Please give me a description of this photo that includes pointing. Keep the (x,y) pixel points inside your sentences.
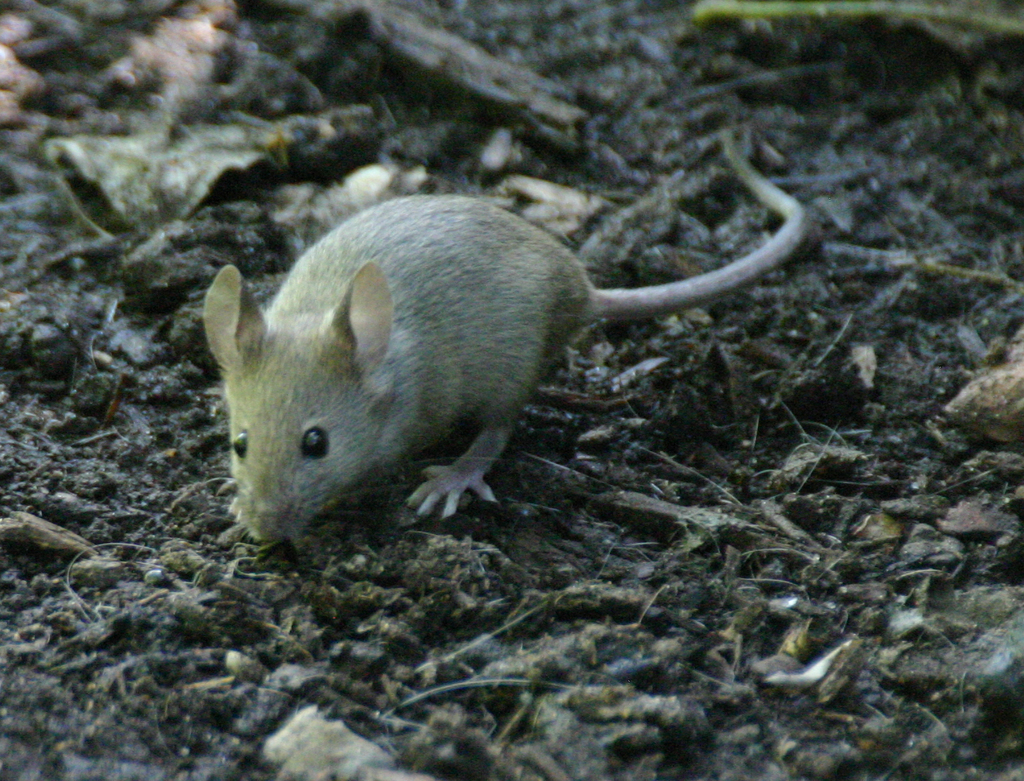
In the image there is a mice (345,345) standing on mud land (152,131) with twigs (774,514) and dry leaves (261,141) on it.
